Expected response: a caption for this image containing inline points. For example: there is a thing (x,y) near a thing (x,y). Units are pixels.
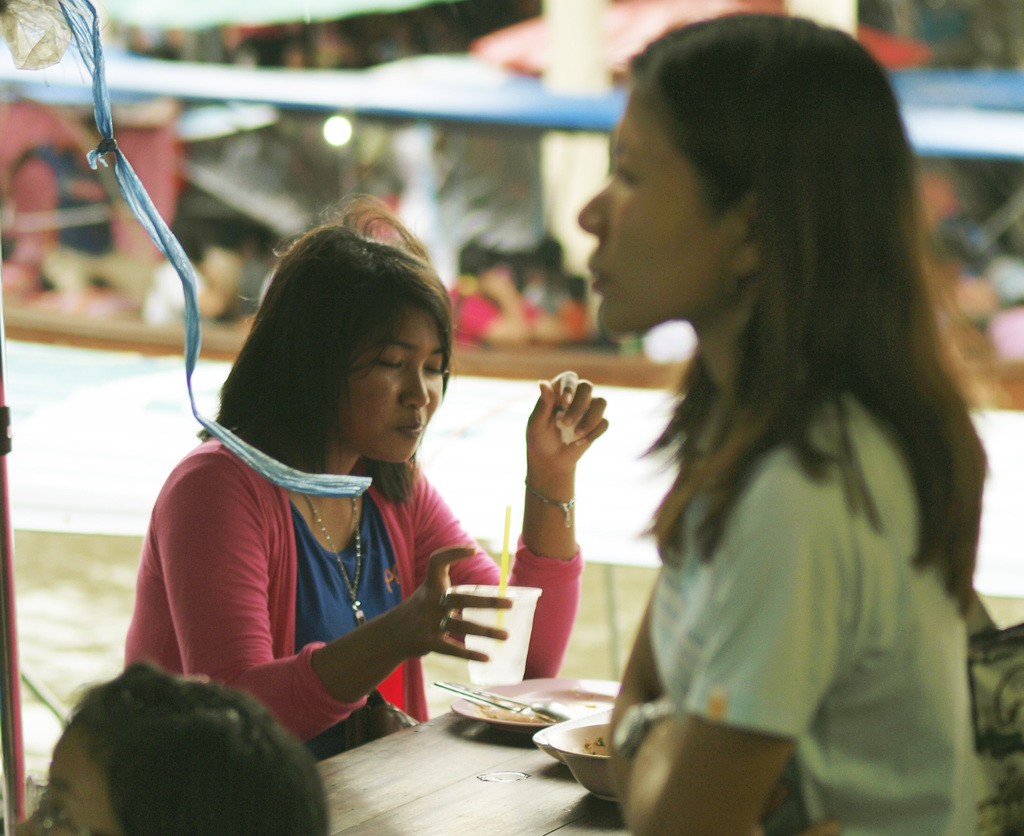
In this image we can see a woman (392,551) sitting in front of the dining table (487,742) and holding the glass (477,593). We can also see the straw (507,537) and on the dining table (494,769) we can see the plate (550,697), bowl (575,752) and spoons (483,698). There is also a woman (805,496) standing. On the left (157,767) there is some person (196,788). We can see the blue color ribbon (74,44) and the background is blurred with some people (581,301) and also the light (341,136).
